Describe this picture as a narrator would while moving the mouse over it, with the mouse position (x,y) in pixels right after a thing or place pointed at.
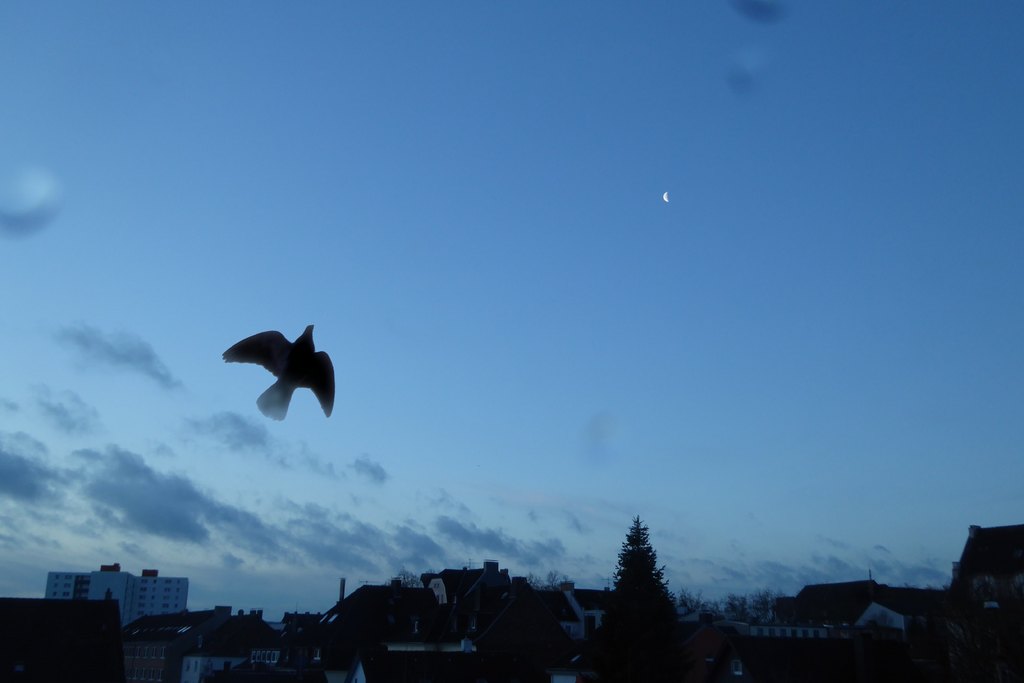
In this image I can see a bird (284,374). I can see trees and houses (556,623). In the background (353,465), I can see clouds (139,461) in the sky (439,244).
